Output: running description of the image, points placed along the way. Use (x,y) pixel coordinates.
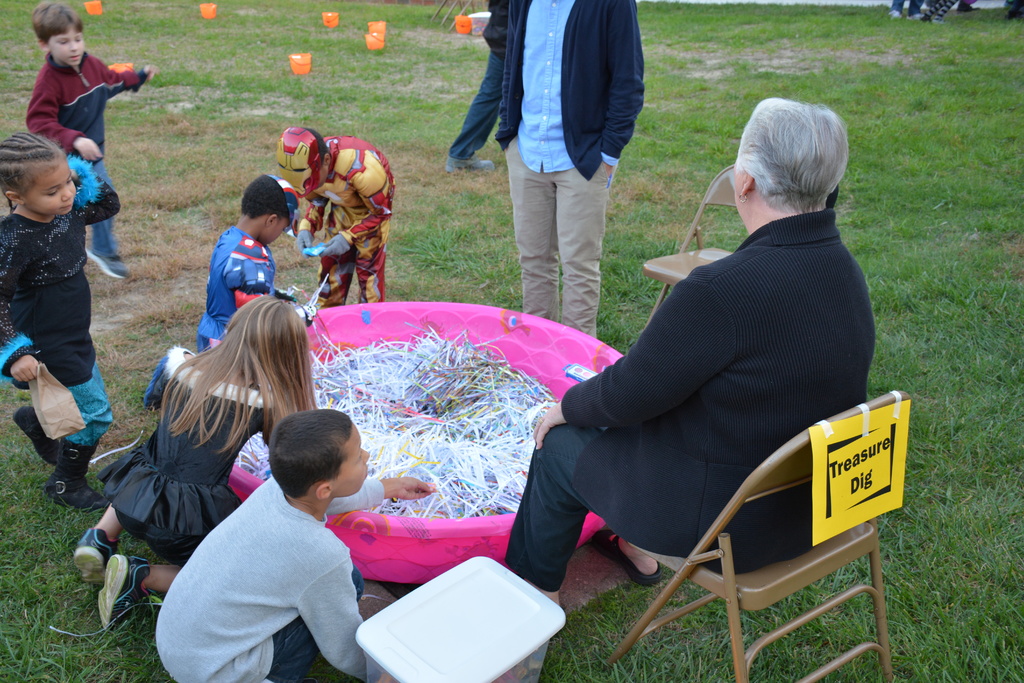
In this picture we can see a group of people (529,128) where one person (832,269) is sitting on the chair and other is standing and here children's (305,244) are searching in this tub (412,340) for something and in background (241,97) we can see grass (356,4).
